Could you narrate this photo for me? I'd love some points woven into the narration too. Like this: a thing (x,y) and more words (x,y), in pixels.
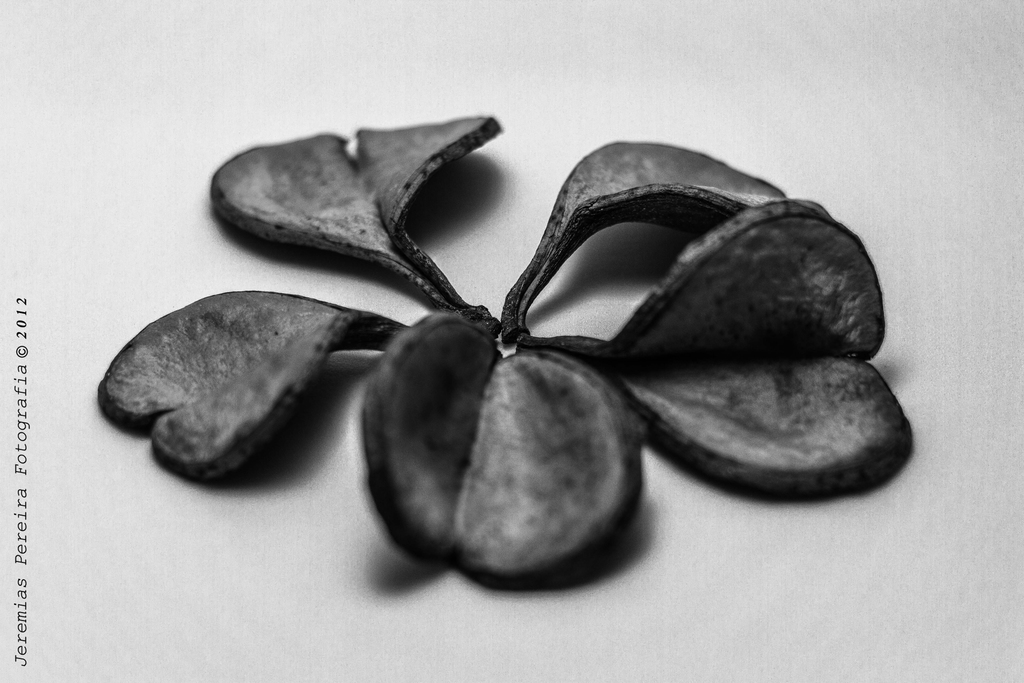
In this image I can see the black color flower (301,379) on the white color surface (454,267). I can also see something is written on it.
